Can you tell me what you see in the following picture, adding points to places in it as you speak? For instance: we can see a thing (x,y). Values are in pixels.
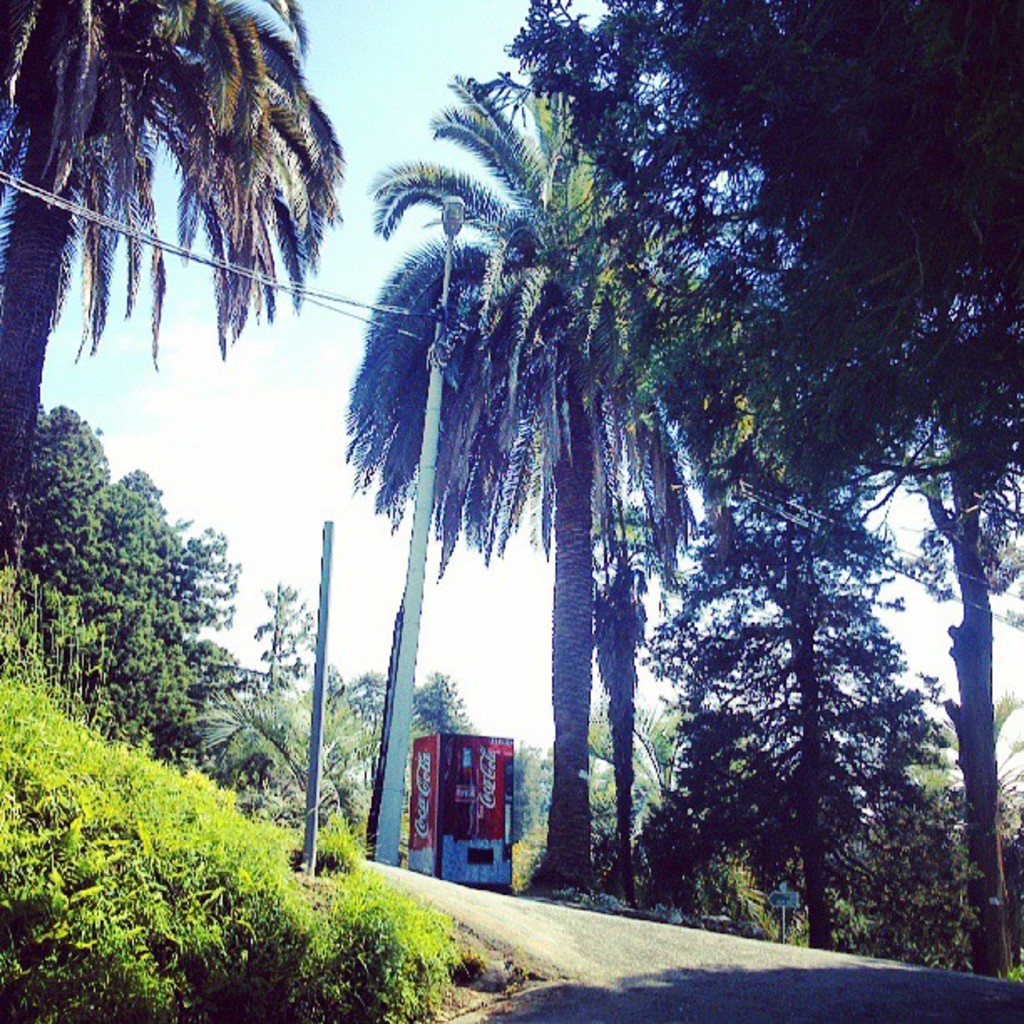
As we can see in the image there is grass (148,874), trees (53,15), vending machine (473,780) and sky (362,155).
